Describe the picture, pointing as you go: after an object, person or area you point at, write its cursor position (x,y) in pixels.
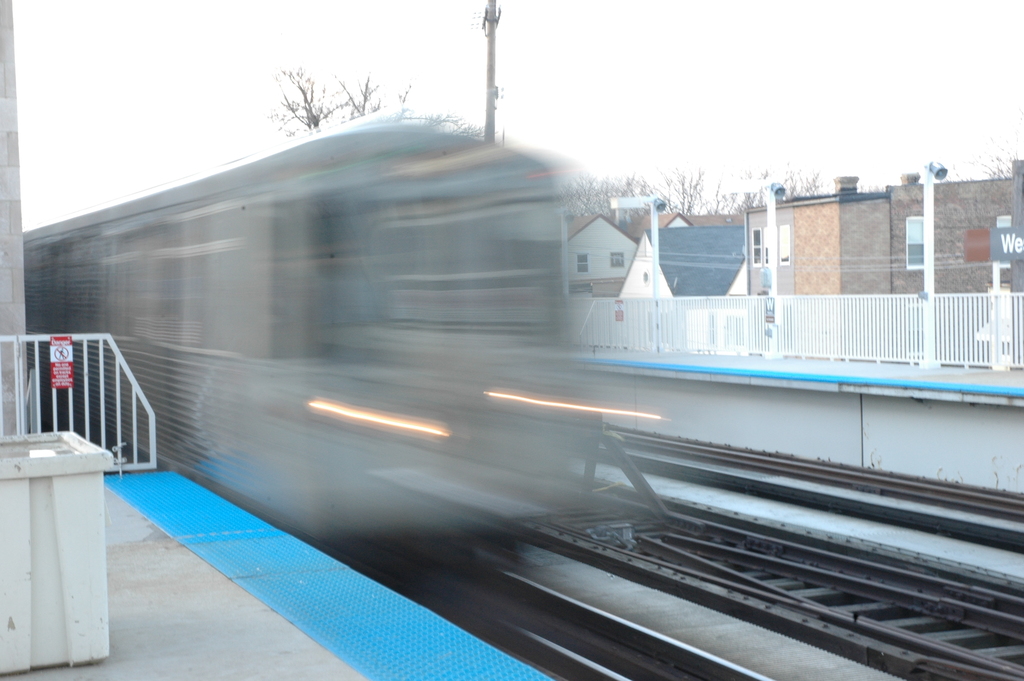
In the image i can see a railway track (893,494) and the background (570,14) is white.
